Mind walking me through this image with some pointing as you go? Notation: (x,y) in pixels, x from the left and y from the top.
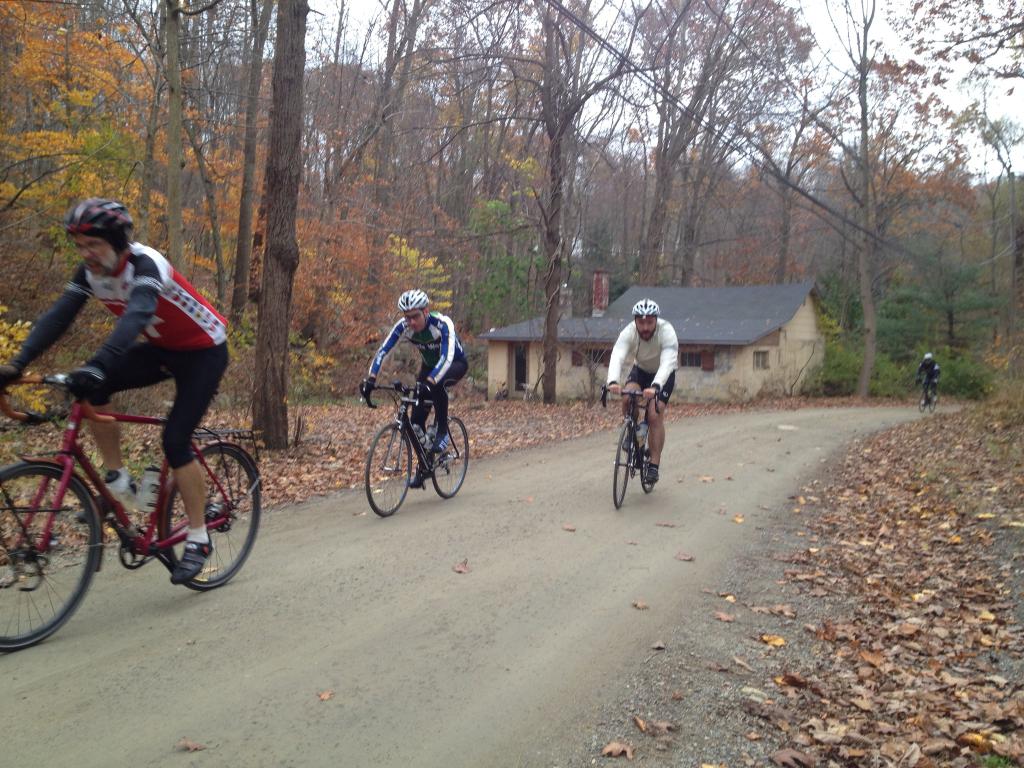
In the picture I can see people (652,426) are riding bicycles (627,427) on the road (677,480). These people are wearing helmets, clothes (181,376) and footwear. In the background (765,258) I can see trees (768,244), leaves (851,625) on the ground (779,548) and the sky (775,141).
